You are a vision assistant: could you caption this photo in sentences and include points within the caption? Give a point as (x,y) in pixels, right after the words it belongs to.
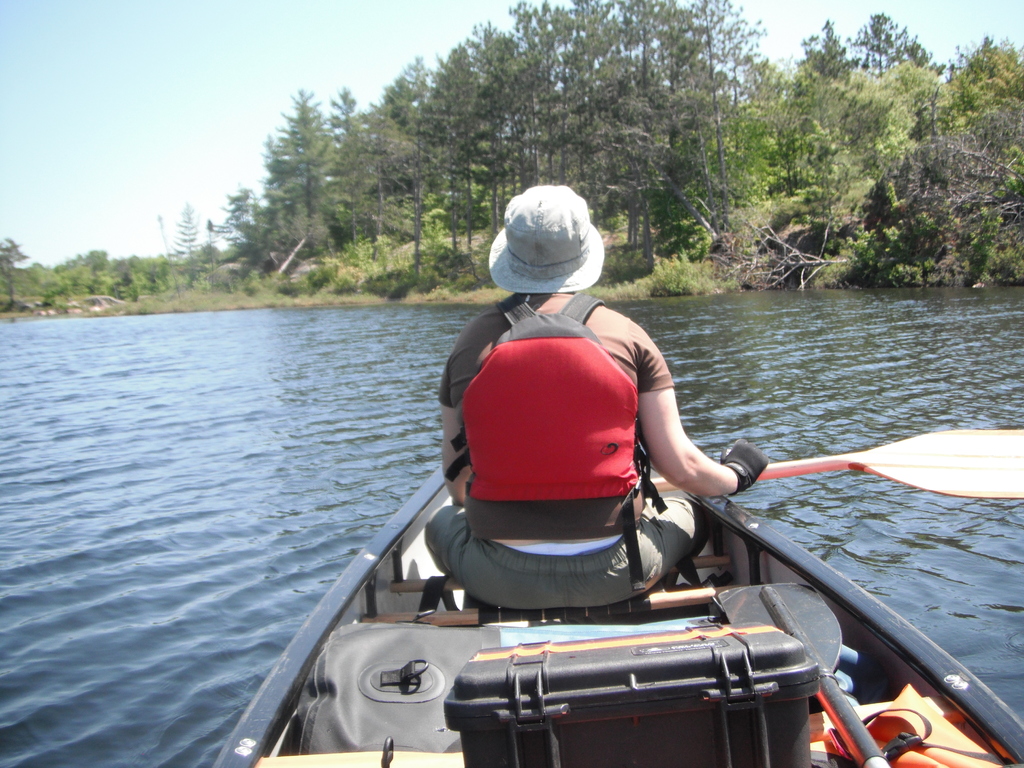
In this image we can see a person (623,579) sailing on the boat (388,595) which is on the river (881,497), he is holding an oar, there are plants (865,173), trees (308,139), also we can see the sky (228,89).
